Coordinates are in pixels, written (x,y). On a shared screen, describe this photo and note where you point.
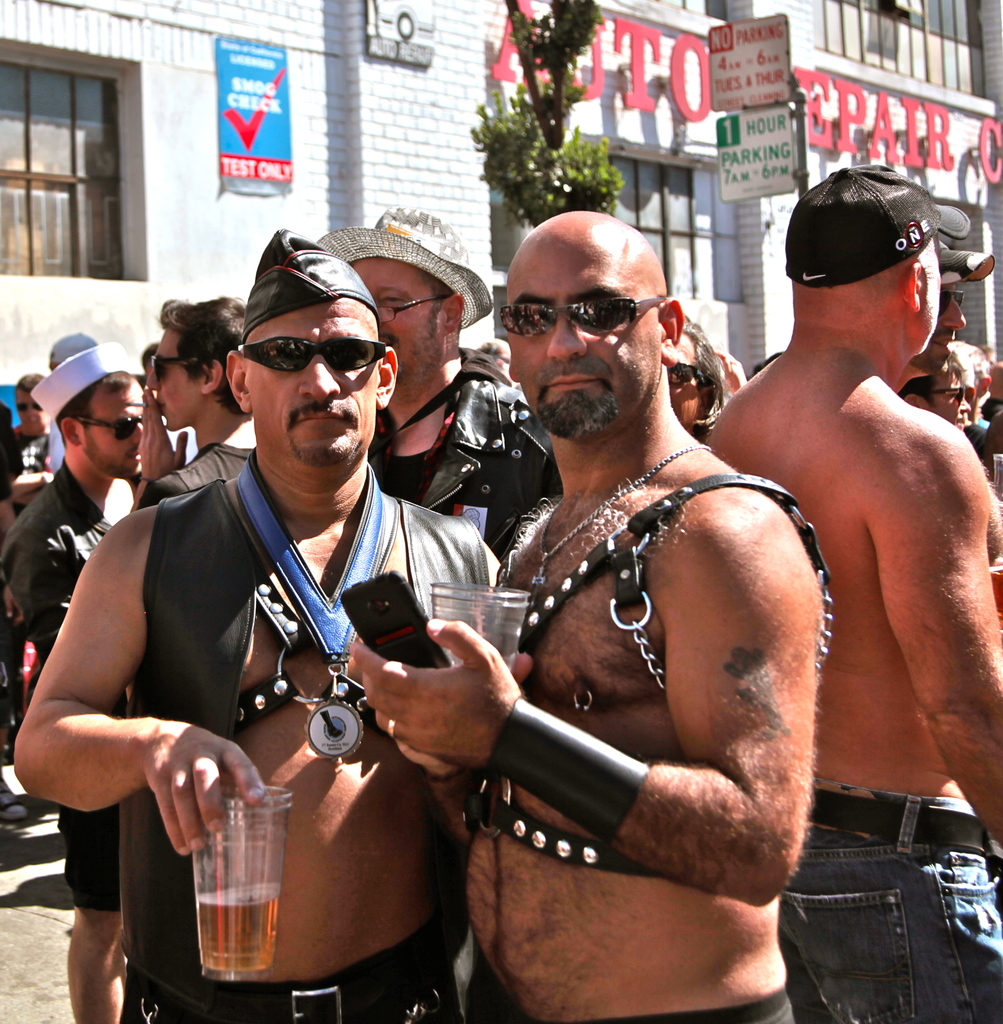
In this picture we can see a man (288,856) holding a cup (234,843) on the left side (215,818). There is a person (401,688) holding a phone (405,591) and a cup (499,620) on the right side (711,725). There are a few boards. We can see a poster (234,112) and some windows (852,59) on a building (67,323).
